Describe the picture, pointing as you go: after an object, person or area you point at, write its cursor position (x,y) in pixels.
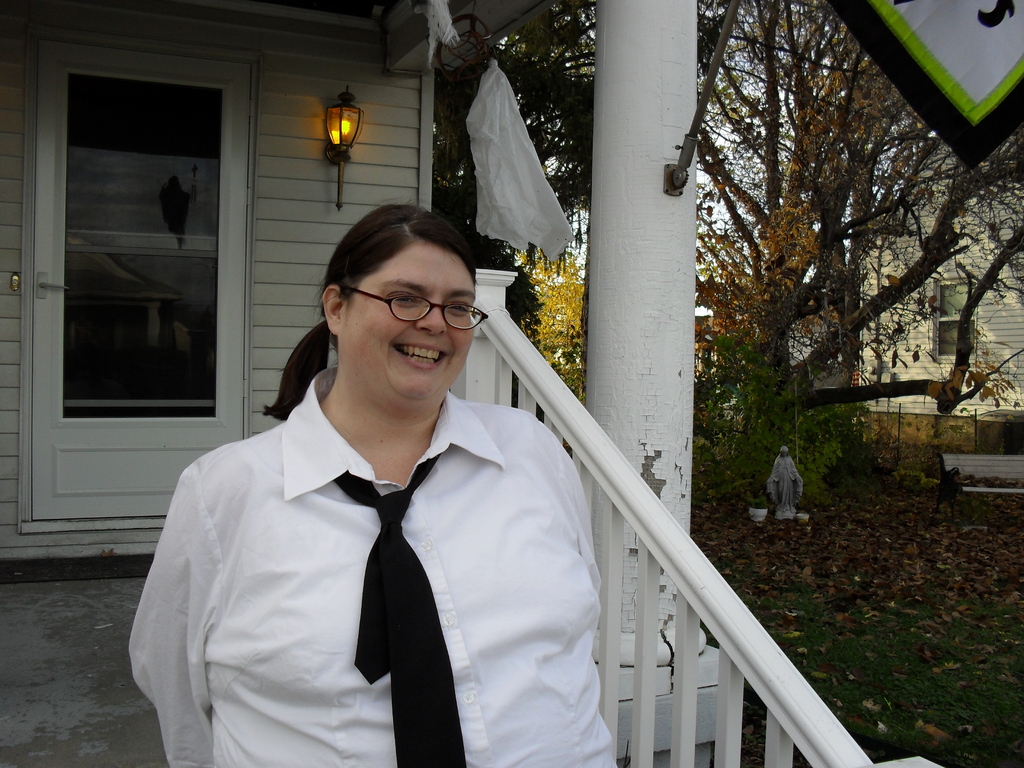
In this image there is a woman (405,586) standing in front of a house (298,97), in the background (810,442) there are trees (827,261) under the tree (818,242) there is a sculpture (780,493).
